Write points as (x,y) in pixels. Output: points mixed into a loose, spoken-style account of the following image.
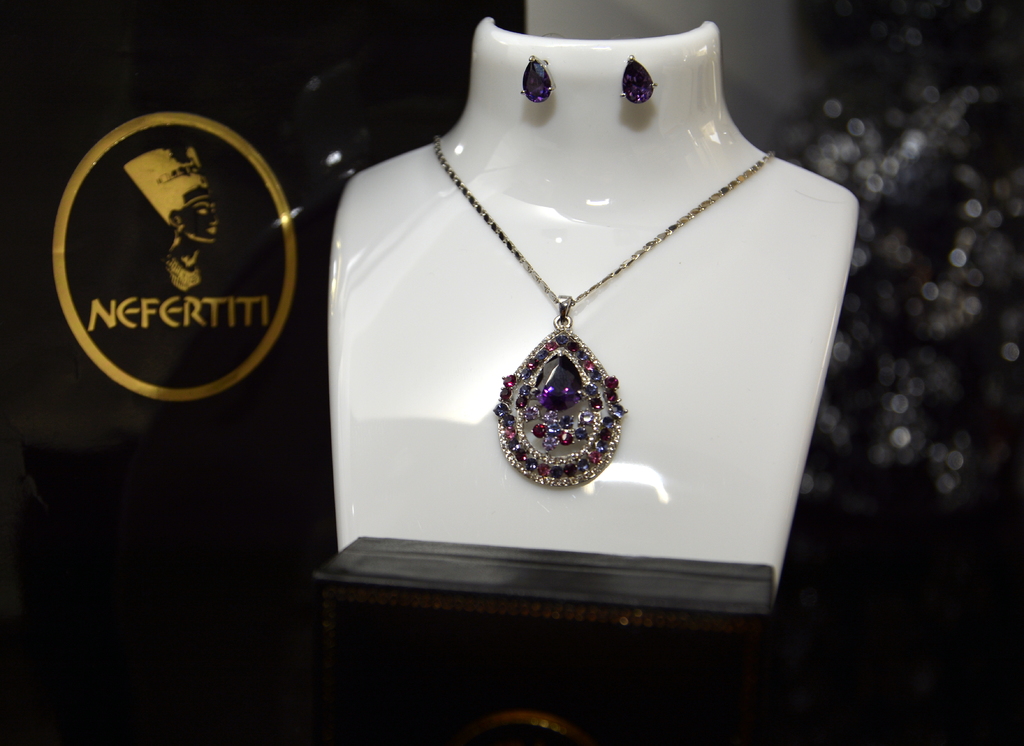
In the picture I can see a necklace (562,314) and some other objects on a white color object (679,325). The background of the image (928,510) is dark and blurred.
